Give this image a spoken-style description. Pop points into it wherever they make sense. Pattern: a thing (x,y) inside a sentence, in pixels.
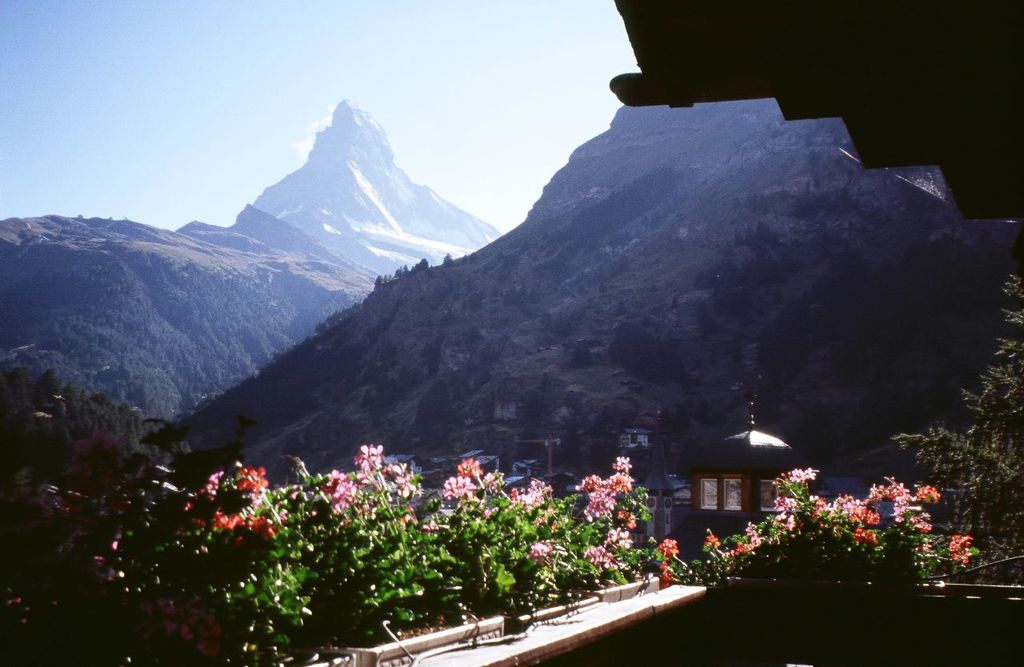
In this image we can see mountains (480,296), trees (284,309), buildings (717,461) and sky (347,71).
